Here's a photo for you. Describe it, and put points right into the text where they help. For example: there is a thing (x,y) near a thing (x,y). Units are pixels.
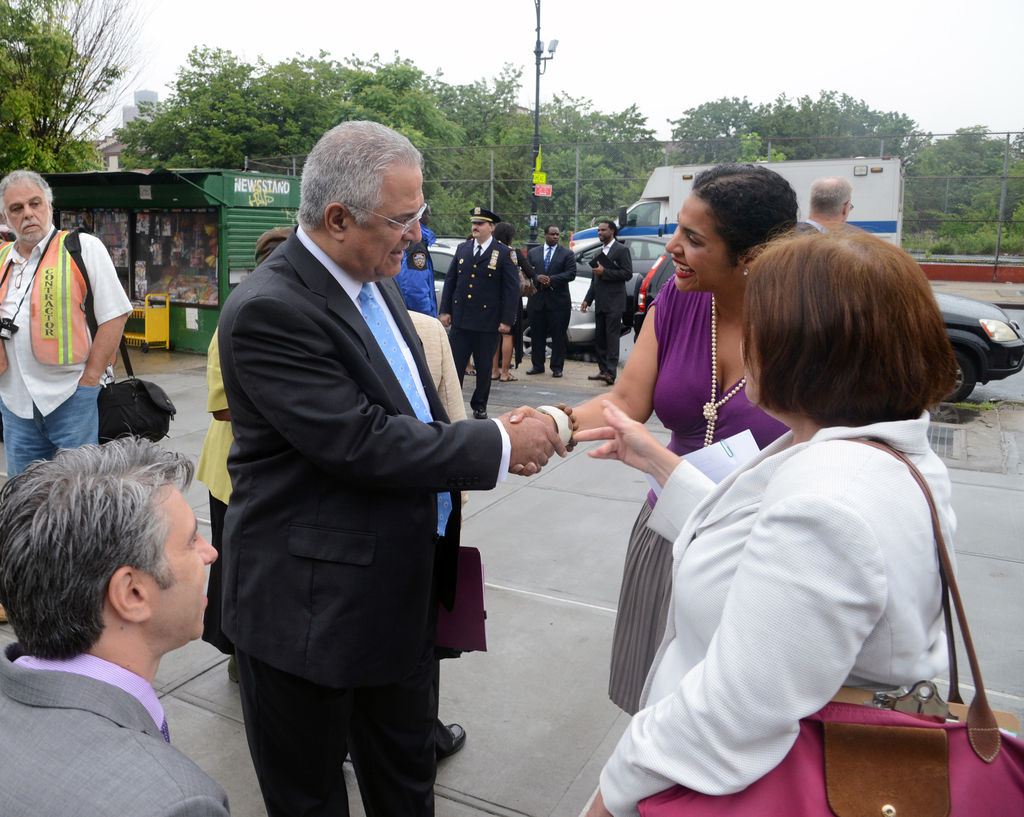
In this image in front (657,358) there are two people (567,420) shaking their hands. Beside them there are a few other people (32,314). Behind them there are cars (643,304). In front of the cars (666,269) there are people (551,265). In the background of the image (608,165) there are stalls (255,239), trees (43,160). There are poles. At the top of the image (789,29) there is sky (750,17).
